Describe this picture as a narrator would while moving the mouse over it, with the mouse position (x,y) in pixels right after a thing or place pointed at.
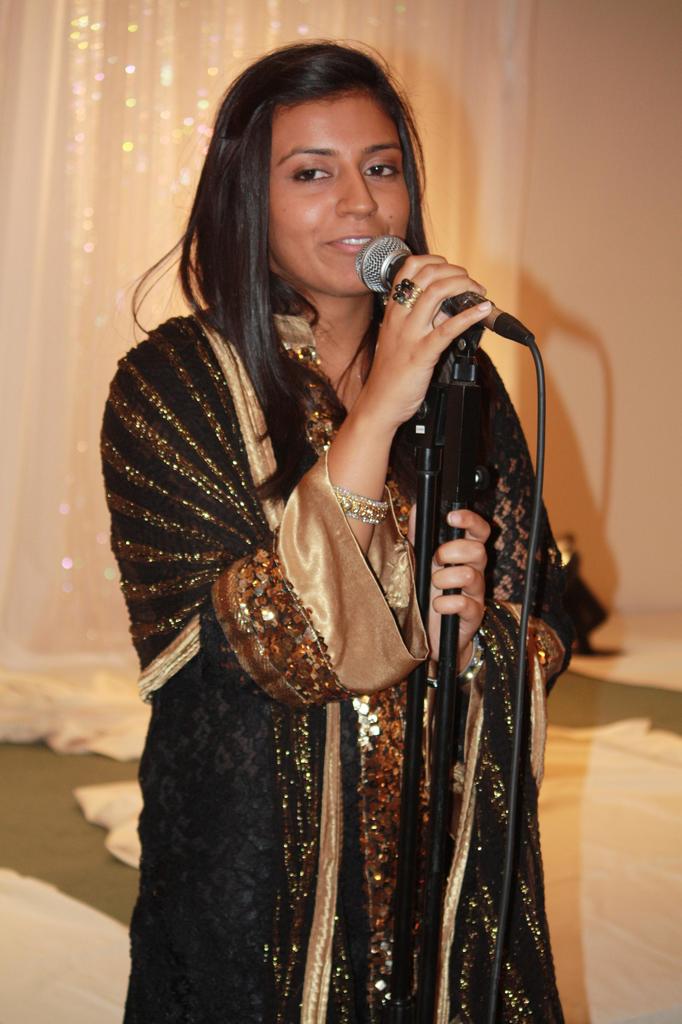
In this picture we can see a woman (296,711), she is holding a mic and in the background (79,631) we can see a wall (620,487), curtain (71,620), clothes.
